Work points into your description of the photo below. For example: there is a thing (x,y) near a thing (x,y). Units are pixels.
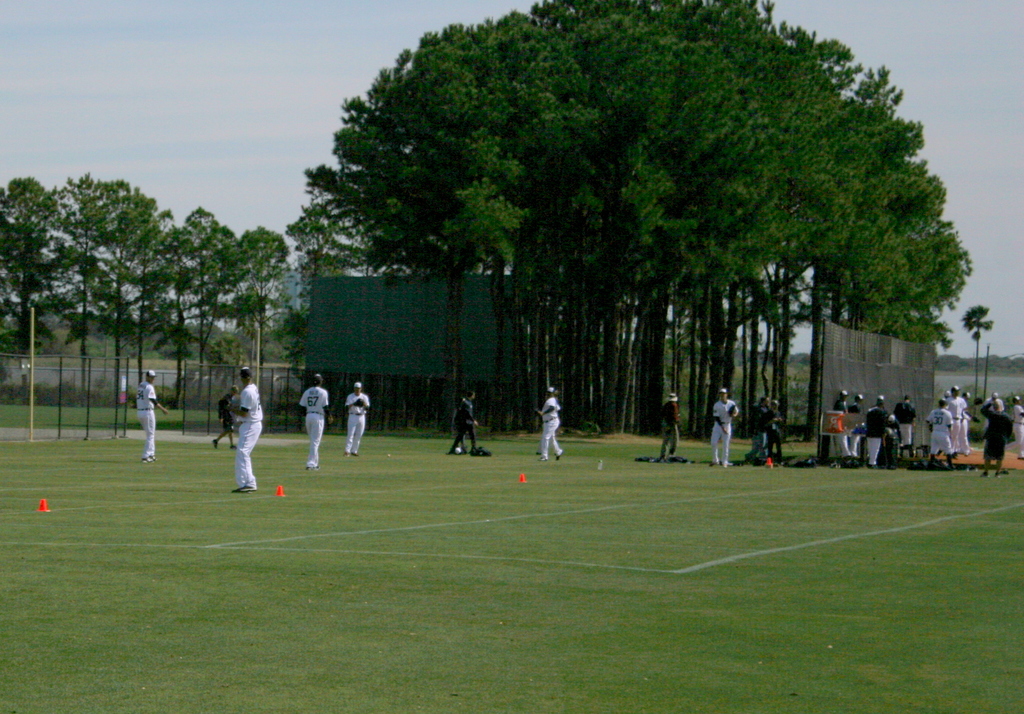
In this image, there are a few people (873,434), poles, trees (649,405). We can see the ground (591,488) with some objects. We can also see some grass (103,419) and a green colored object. We can also see the sky (1023,266) and the fence (59,412).
